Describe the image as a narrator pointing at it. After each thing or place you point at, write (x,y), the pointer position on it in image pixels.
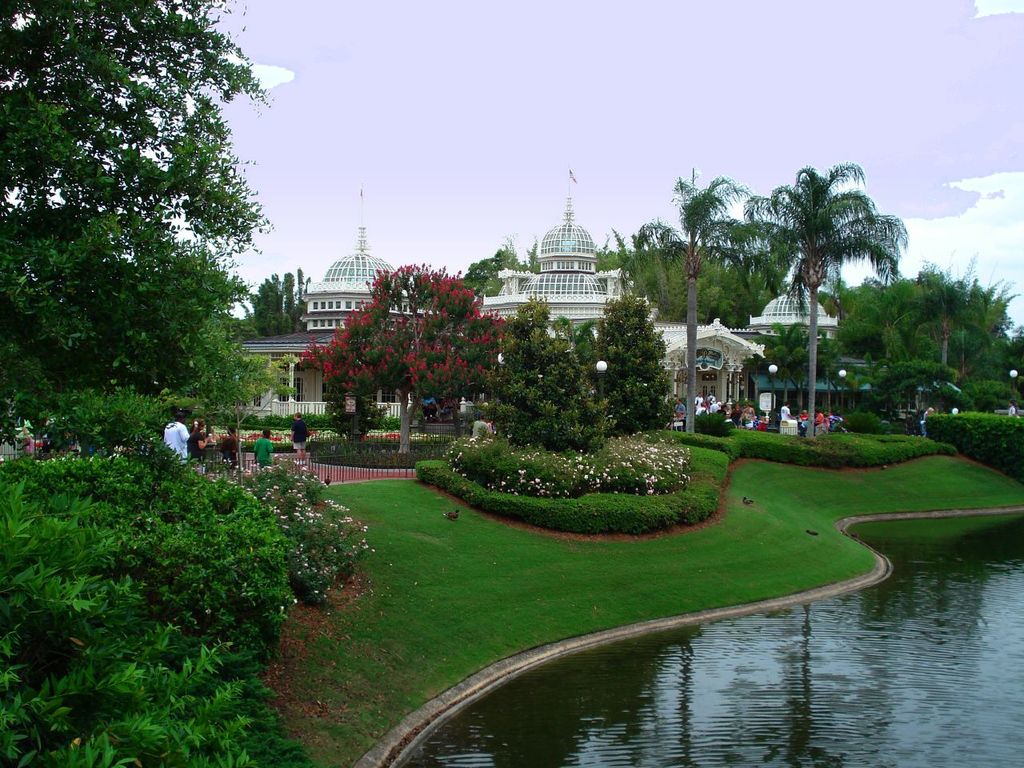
Bottom right side of the image (873,672) there is water (983,715). Bottom left side of the image (259,743) there are some plants (54,550) and grass (538,544). In the middle of the image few people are standing and walking. In the middle of the image (419,394) there are some trees (917,326). Behind the trees (873,358) there is a building (511,269). Top of the image (1008,203) there are some clouds (986,181) and sky (295,91).
